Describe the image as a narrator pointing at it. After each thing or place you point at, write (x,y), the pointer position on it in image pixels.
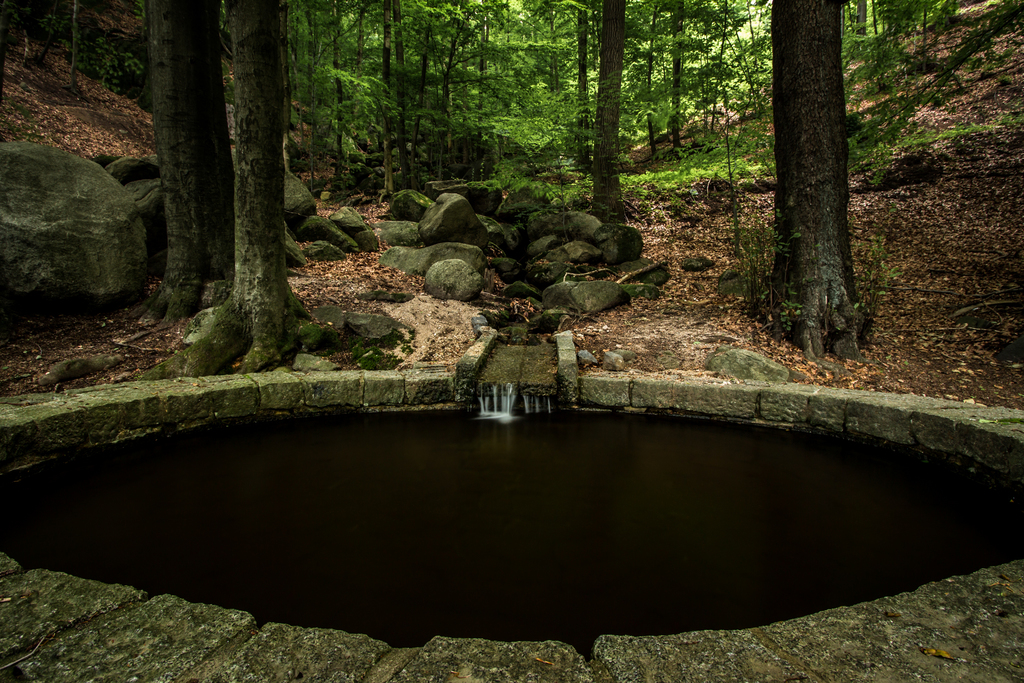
In this image we can see water (387,485) and in the background (201,192) there are some trees (811,172) and stones (409,260).
